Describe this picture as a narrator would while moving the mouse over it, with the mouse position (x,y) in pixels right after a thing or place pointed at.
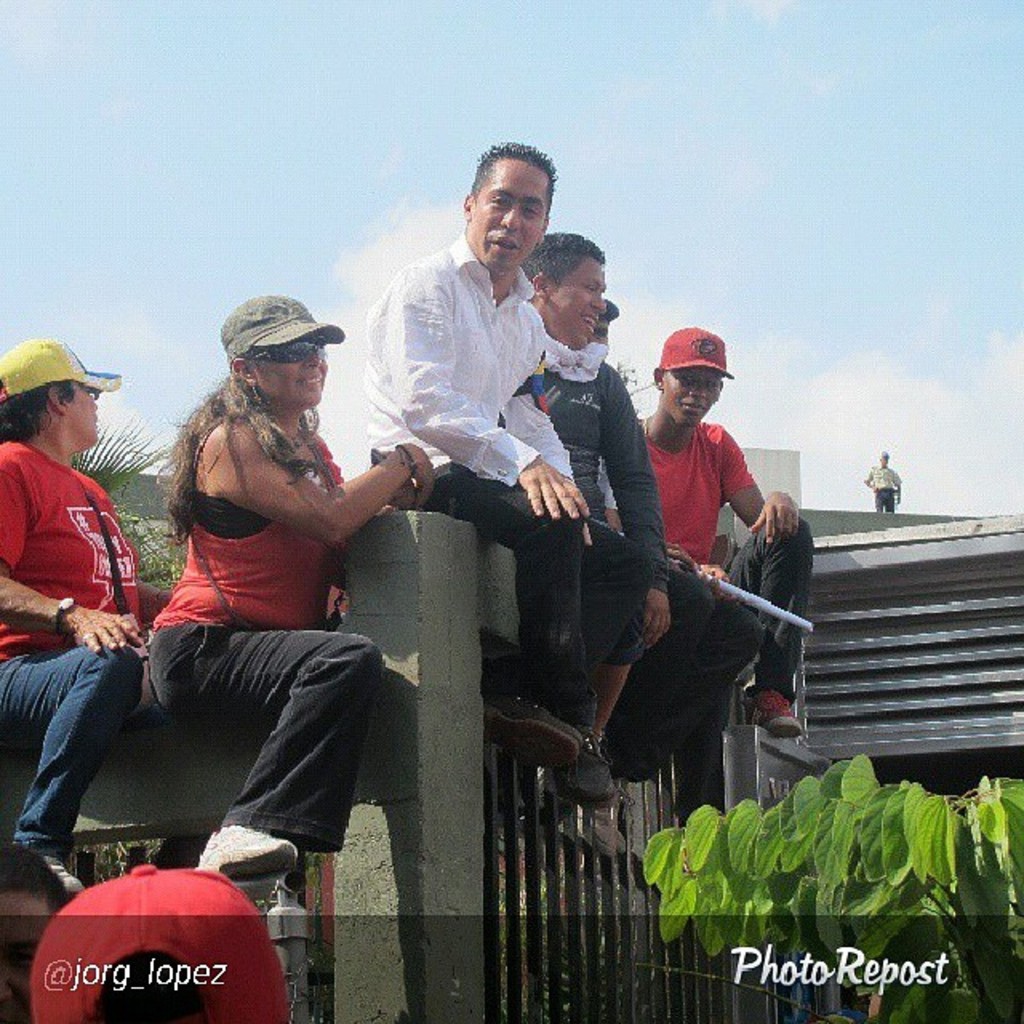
In the image there are few people (270,533) sitting above the wall (410,640) and the wall (450,906) has many iron rods (621,858) fixed below the cement part (371,794) and there is a plant (816,834) in front of the people (49,581) on the right side (904,877).
